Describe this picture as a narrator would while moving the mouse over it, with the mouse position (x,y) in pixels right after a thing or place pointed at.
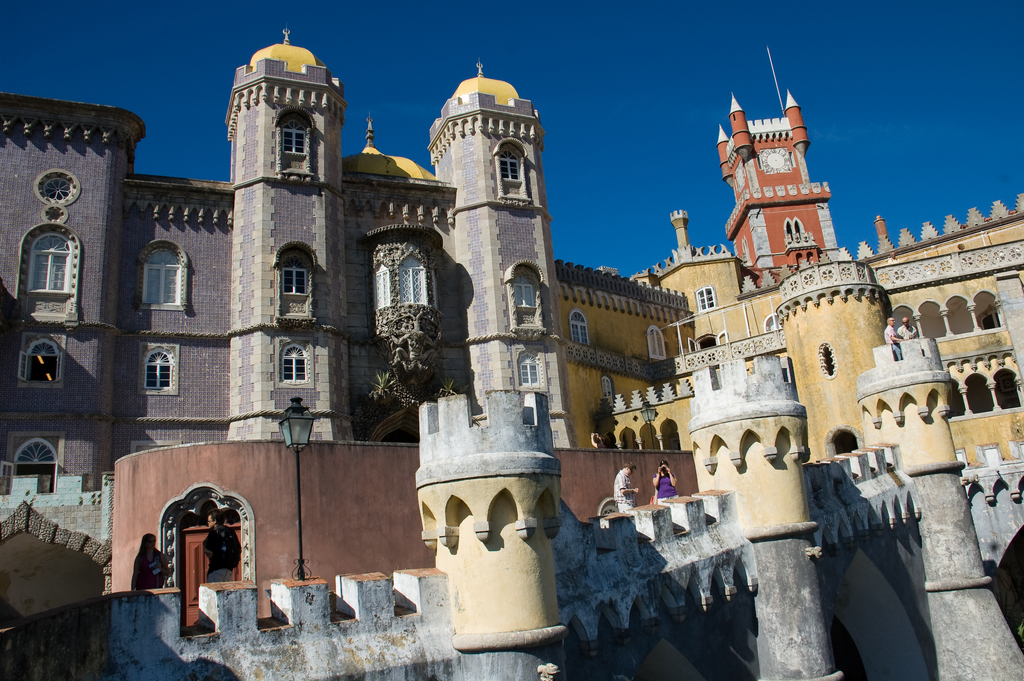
In this image I can see a castle (338,351) along with the windows (299,282) and pillars (995,401). At the bottom (664,483) there are four persons (154,544) standing. On the right side (778,212) there is a clock tower (805,196). At the top of the image (697,39) I can see the sky (475,28) in blue color.
